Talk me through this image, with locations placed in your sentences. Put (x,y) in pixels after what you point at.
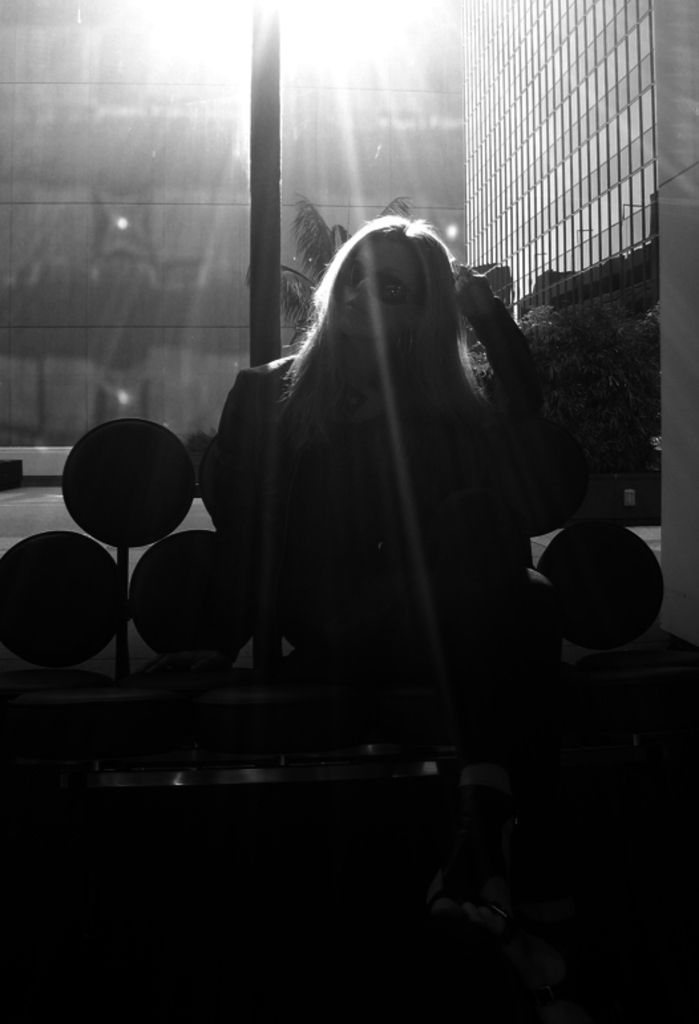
In this image in the front (370,500) there is a woman (320,536) sitting on the bench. In the background (386,163) there are buildings (355,201), there are plants (285,319) and there are lights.
